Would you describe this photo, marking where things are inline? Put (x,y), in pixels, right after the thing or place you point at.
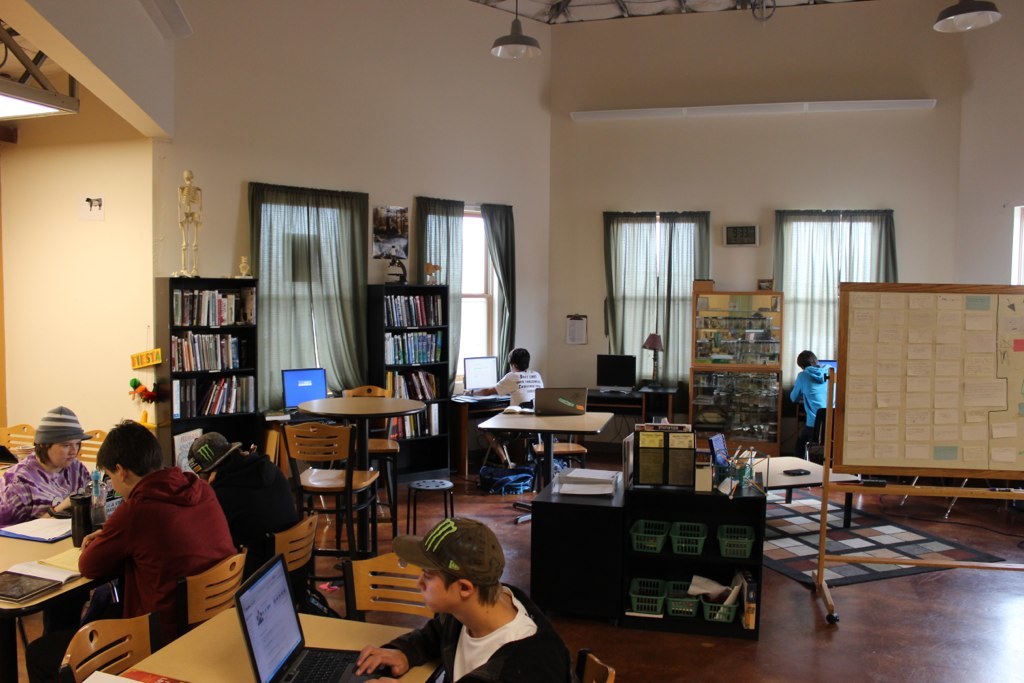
In a room (114,330) there is a bookshelf (172,335) with books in it and behind him there is a window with curtains (280,363) and there are some people (536,377) operating laptops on table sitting in chair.
